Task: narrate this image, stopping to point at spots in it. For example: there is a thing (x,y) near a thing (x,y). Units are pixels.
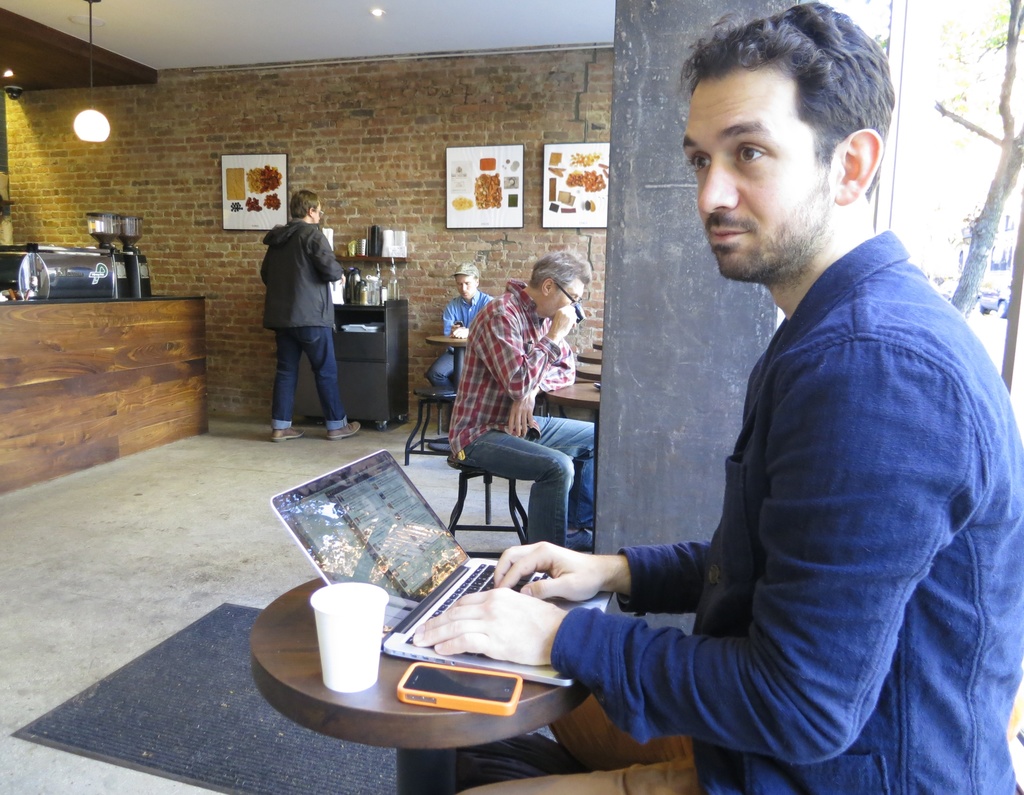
Here we see a man (592,557) seated and working on a laptop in a coffee shop (354,405) and we see few people (550,454) seated drinking coffee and a man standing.
